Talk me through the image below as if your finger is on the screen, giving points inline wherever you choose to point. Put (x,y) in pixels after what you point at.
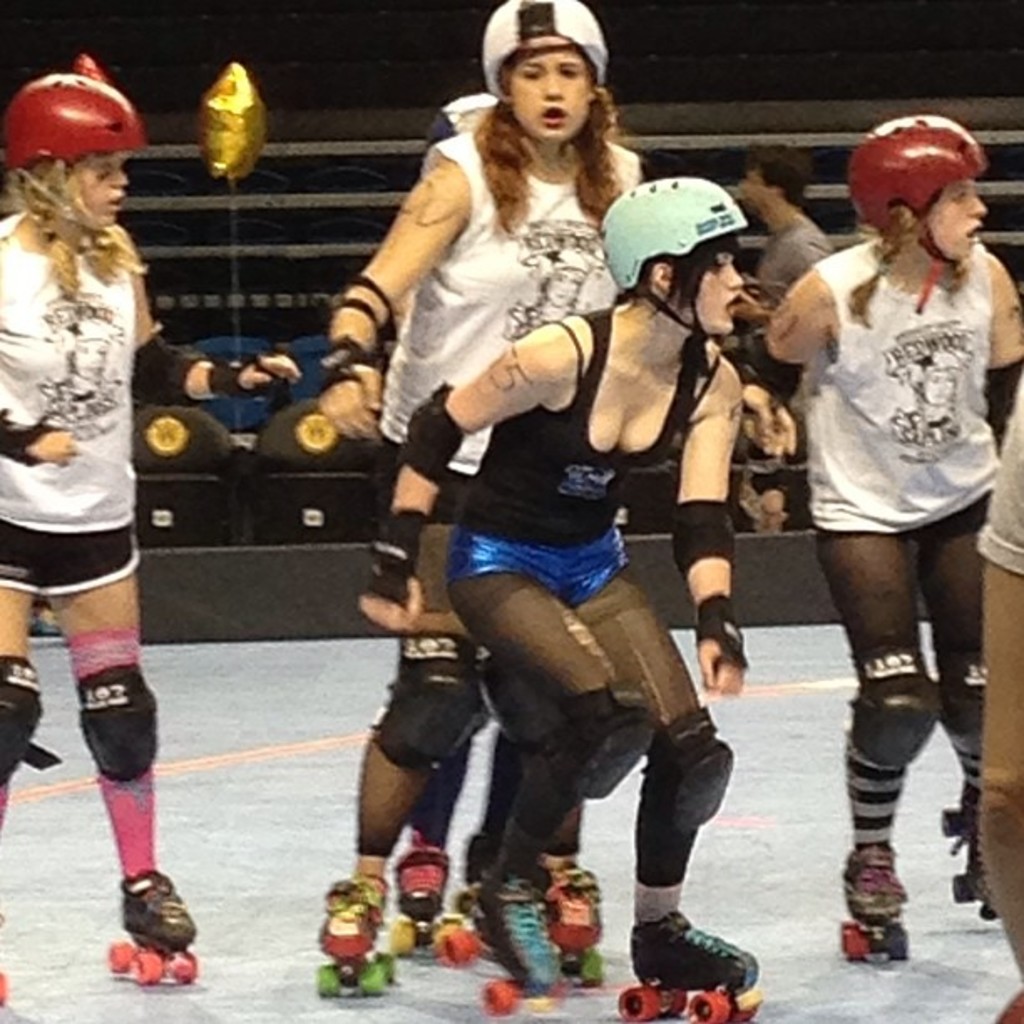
In this picture we can see some people (1007,867) are doing skating and wearing the helmets (940,177). In the background of the image (981,97) we can see the chairs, balloons (256,131) and a man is standing. At the bottom of the image (43,943) we can see the floor (344,729).
